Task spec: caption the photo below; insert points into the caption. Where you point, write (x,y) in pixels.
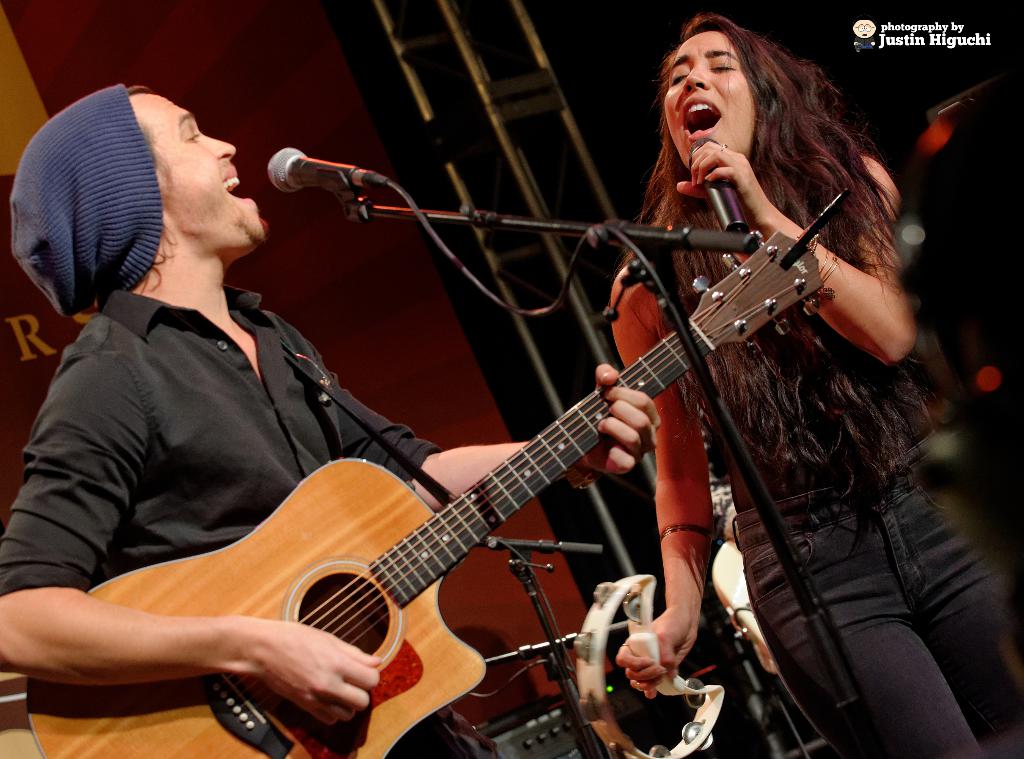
In this picture there is a man (239,481) playing a guitar (464,519) in his hands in front of a mic (305,171) and another woman (715,156) singing in front of a mic (727,208). In the background (338,72) there is a wall (245,81) and a pole (511,144) here.
